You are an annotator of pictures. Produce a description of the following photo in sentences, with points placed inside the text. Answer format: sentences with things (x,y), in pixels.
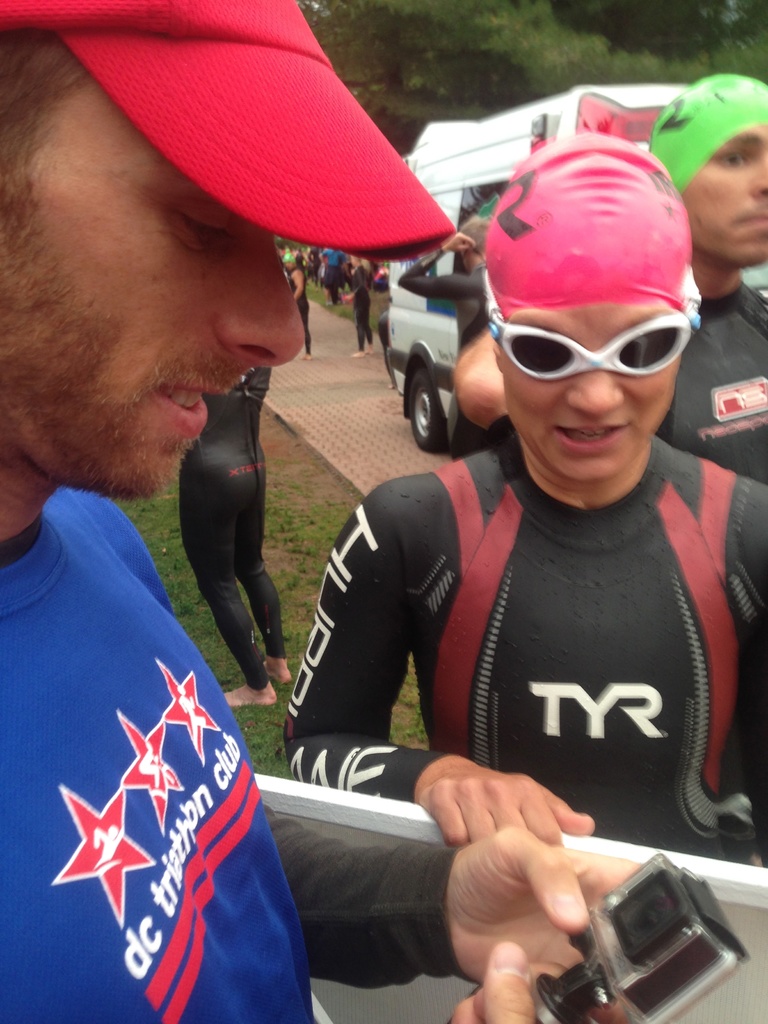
In this picture I can observe some people (597,286). On the left side (75,451) I can observe a person (167,749) wearing blue color T shirt (159,659) and red color cap (229,43). On the right side (701,488) there are swimmers (577,555) in the swimming suits (362,602). In the background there are some people (331,253) standing and I can observe a white color vehicle (412,346). There are trees (483,72) in the background (482,111).
